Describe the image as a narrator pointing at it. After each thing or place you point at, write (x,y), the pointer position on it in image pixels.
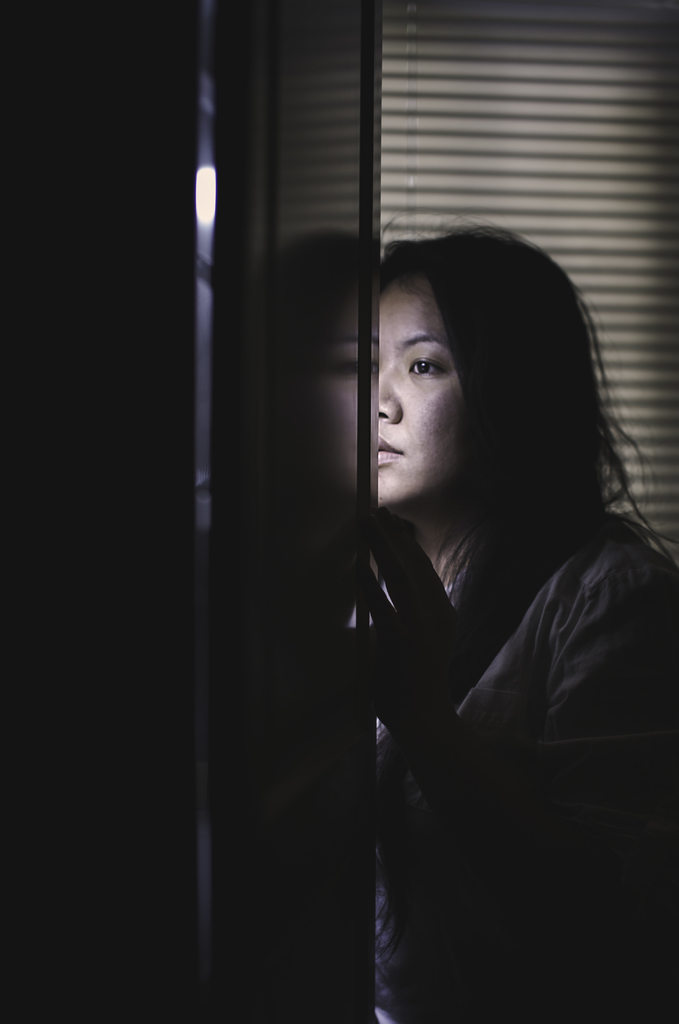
This image is taken indoors. In the background (470,133) there is a window blind (557,157). On the left side of the image (137,393) there is a wall (193,566). On the right side of the image (463,410) there is a woman (495,619).
